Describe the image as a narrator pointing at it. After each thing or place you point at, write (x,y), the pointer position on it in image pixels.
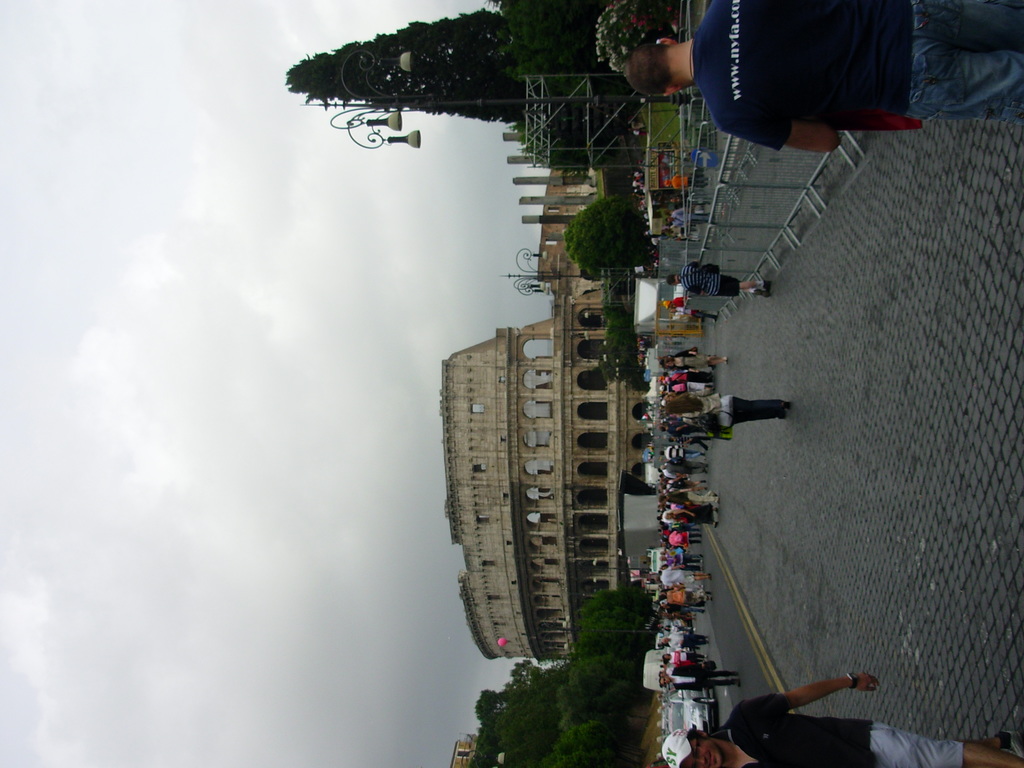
In the center of the picture (456,355) there are trees (421,91), street lights (395,96), people (676,672), buildings (590,193), railing (705,204), the Colosseum (589,498) and other objects (647,514). On the right (912,78) there are people (933,72) and pavement (918,542). On the left (153,357) it is sky (134,714).
